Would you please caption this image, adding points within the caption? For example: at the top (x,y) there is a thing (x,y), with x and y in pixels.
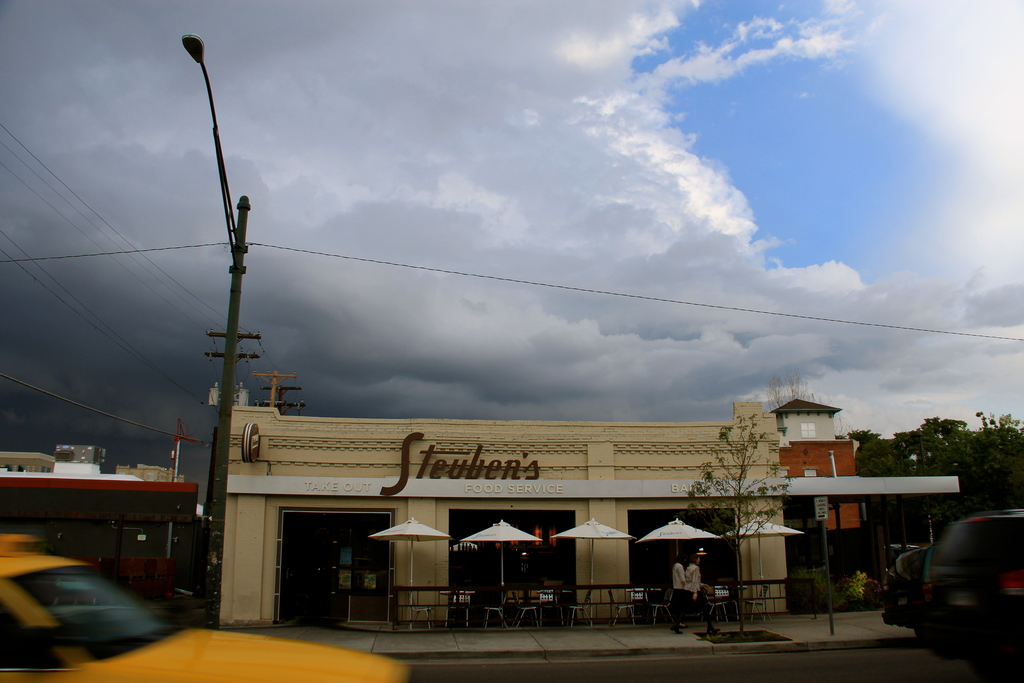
In this picture we can see few buildings (283,441), pole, cables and vehicles (904,620), in front of building (611,563) we can find few chairs (765,600), tables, umbrellas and group of people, in the background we can see few trees (880,472) and clouds (579,305).
